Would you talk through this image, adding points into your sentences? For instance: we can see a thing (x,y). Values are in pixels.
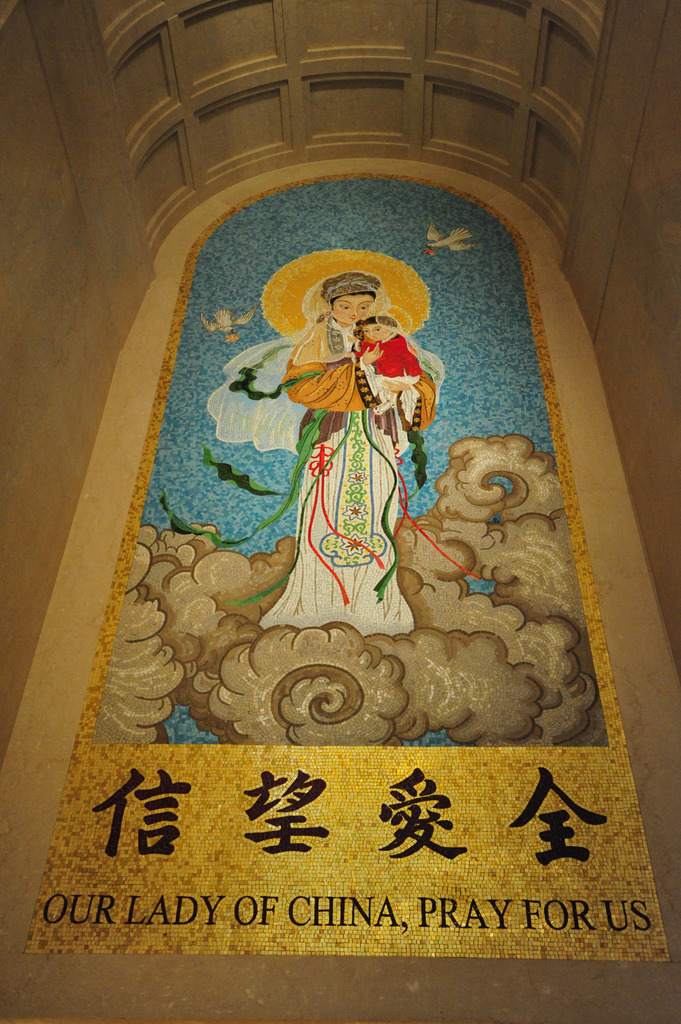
In the center of the image (327,479) there is a wall (404,424) and a roof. And we can see the painting (436,533) on the wall (500,619). In the painting (503,623), we can see some text (416,837), one person (371,527) is holding a baby (356,353) and some objects (258,735).
